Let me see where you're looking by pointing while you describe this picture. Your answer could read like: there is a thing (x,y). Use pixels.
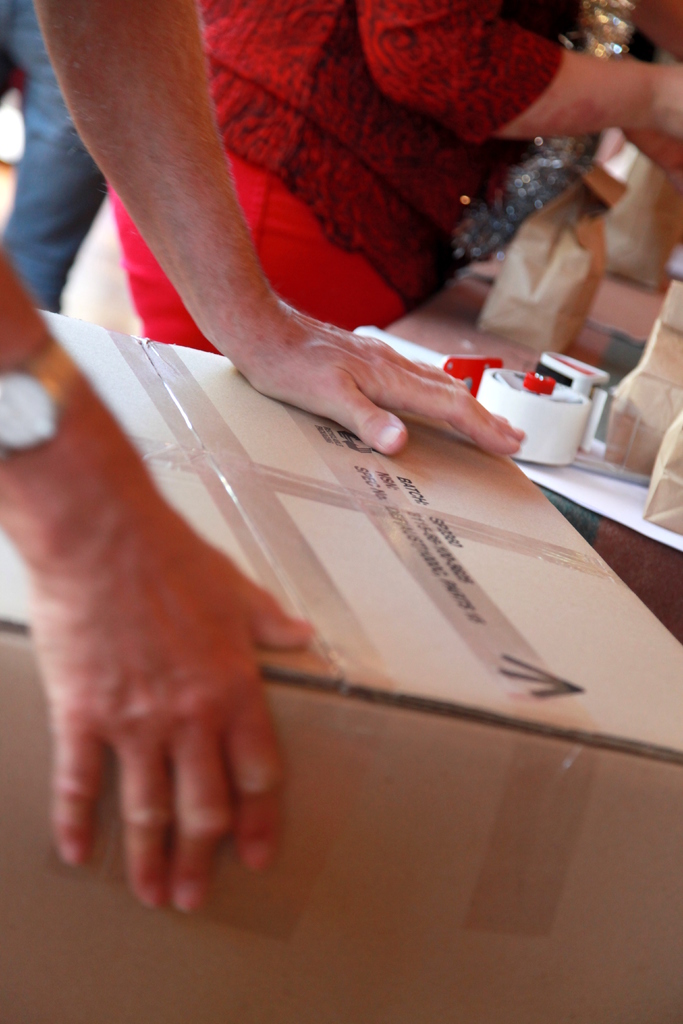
In this image we can see the hand (186,625) of a person (186,655) holding a cardboard box (288,675). On the backside (293,244) we can see a woman (370,226) standing near a table (431,310) containing some paper bags (528,273) and plasters (537,420) on it.
